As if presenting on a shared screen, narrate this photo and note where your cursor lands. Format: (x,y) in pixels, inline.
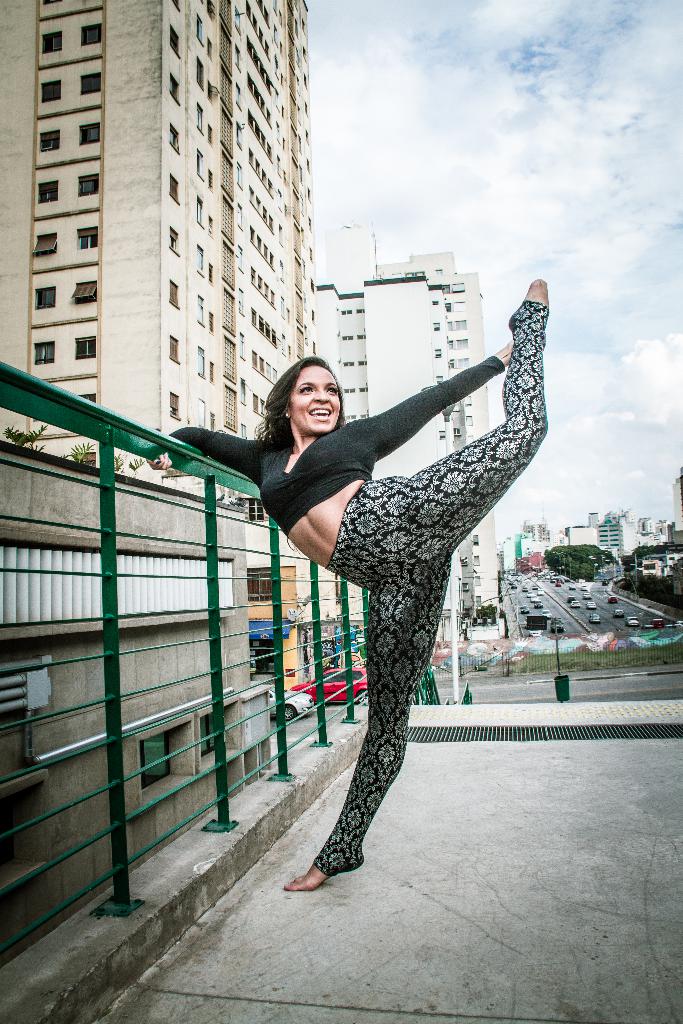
As we can see in the image there is a woman (389,603) wearing black color dress (382,523). There are buildings (225,390). In the background (573,575) there are cars (538,604) and trees (559,569). On the top (620,163) there is sky (597,136) and clouds (582,142).
